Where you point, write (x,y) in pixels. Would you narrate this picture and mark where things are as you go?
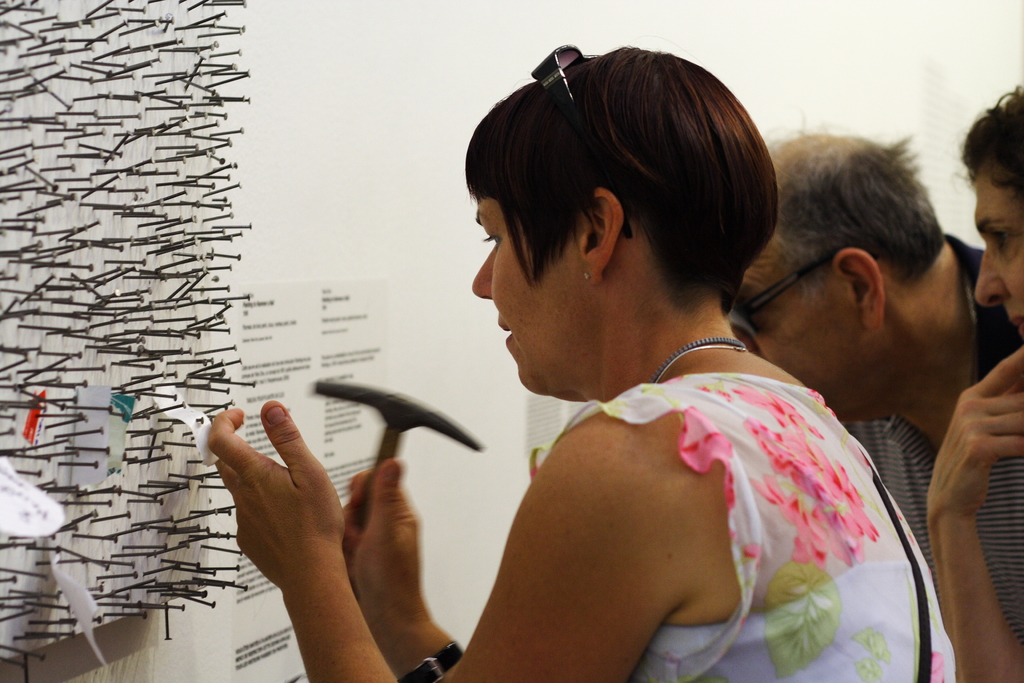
In this image we can see three persons (715,315). On the left side (45,314), we can see metal nails (79,494) and few papers (296,326) with text (344,298) on the wall (502,452). The person (612,487) in the foreground (265,522) is holding an object (411,405).
